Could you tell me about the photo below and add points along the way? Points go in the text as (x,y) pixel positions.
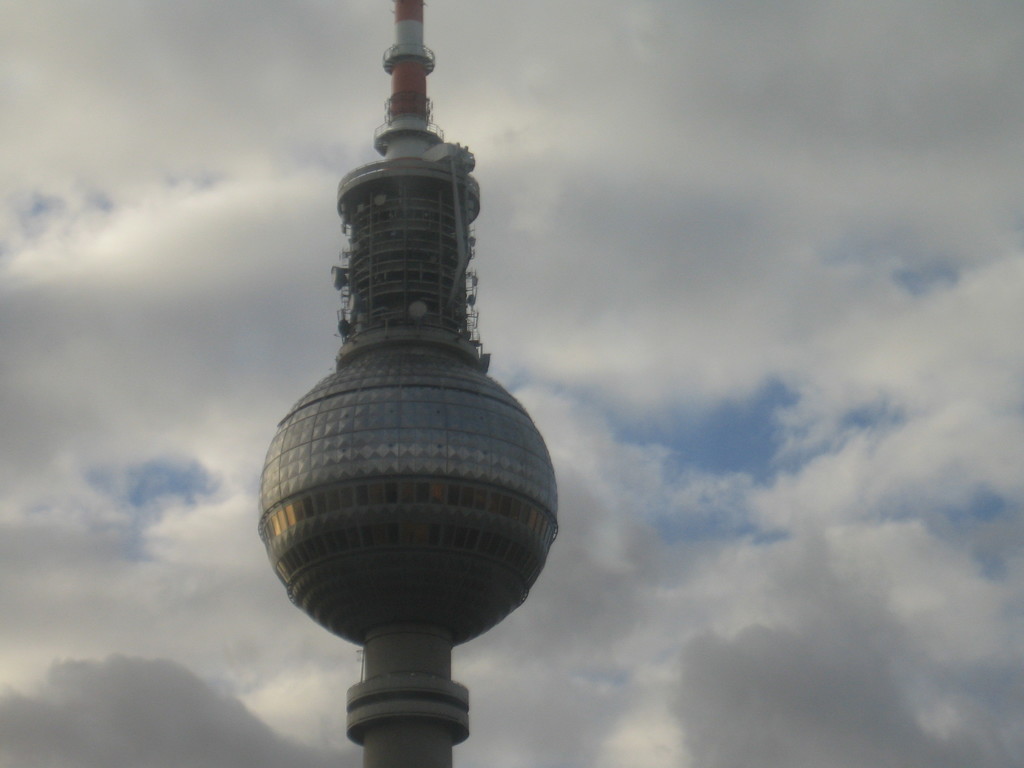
In this image I can see a pole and I can see the sky (222,256) and the sky (148,385) is cloudy.
